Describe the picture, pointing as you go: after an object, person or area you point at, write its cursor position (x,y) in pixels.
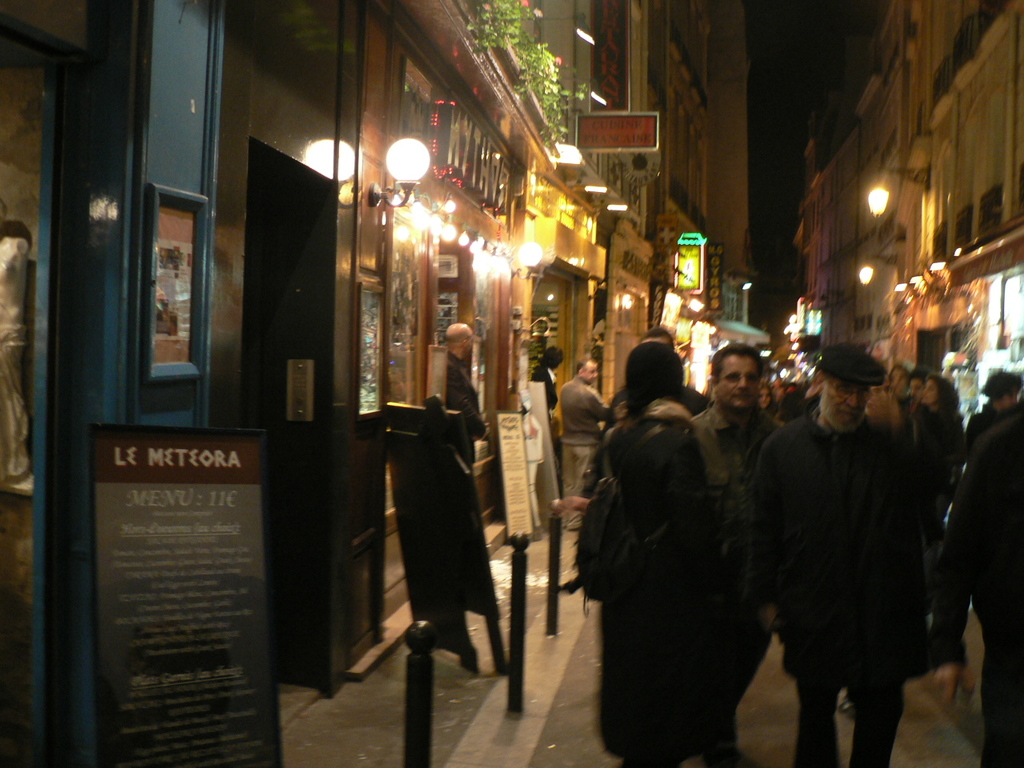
In this picture we can see few people (698,507) are standing on the path (555,692). There are some boards (244,511) on the path (351,710). We can see few lights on the buildings (658,215) which are on the left (323,488) and right side (894,252). Some plants (526,64) and few boards (643,125) are visible on the building (626,234).
